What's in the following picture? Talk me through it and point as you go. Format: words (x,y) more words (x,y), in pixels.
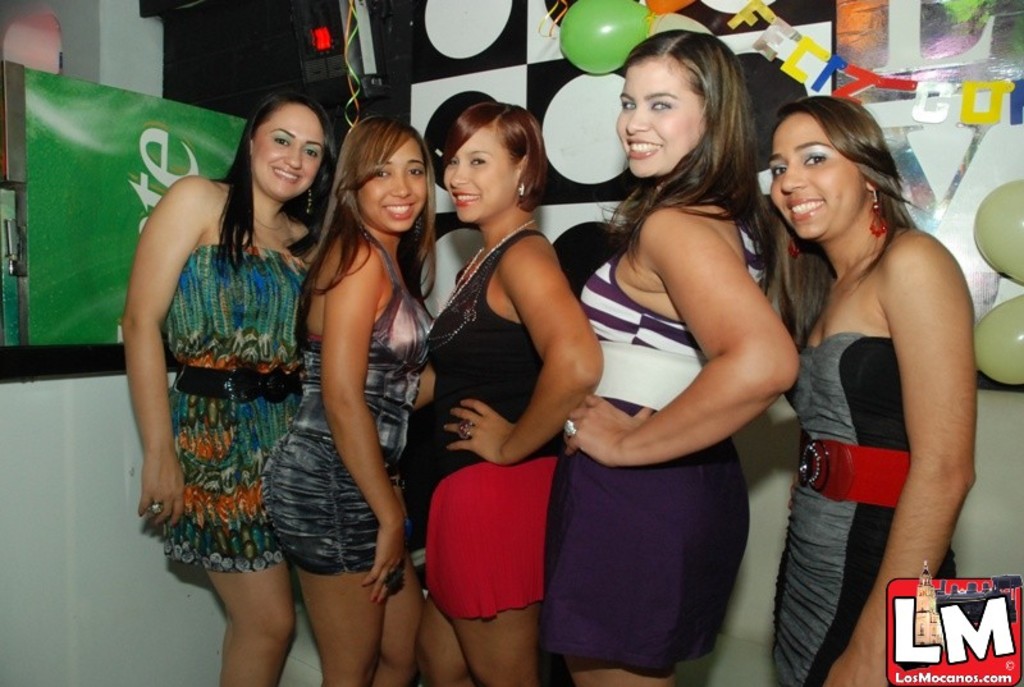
In this image we can see a few people (431,343) standing and smiling, there are some balloons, machine (370,85) and some other objects (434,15), also we can see the wall (542,14) and a pillar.
